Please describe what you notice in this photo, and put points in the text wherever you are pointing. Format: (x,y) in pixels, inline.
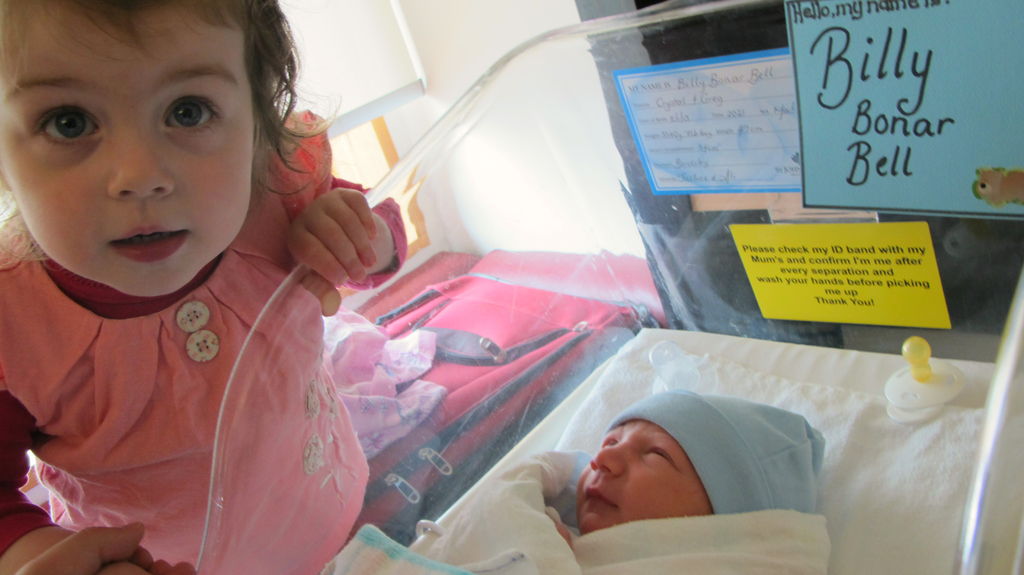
In this image we can see a baby (618,486) sleeping in the crib (582,374). On the left (102,347) there is a girl (121,366) standing. We can see boards (740,231) and a wall (414,38). There is a bag (456,394) and a cloth (408,386). We can see a zipper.
